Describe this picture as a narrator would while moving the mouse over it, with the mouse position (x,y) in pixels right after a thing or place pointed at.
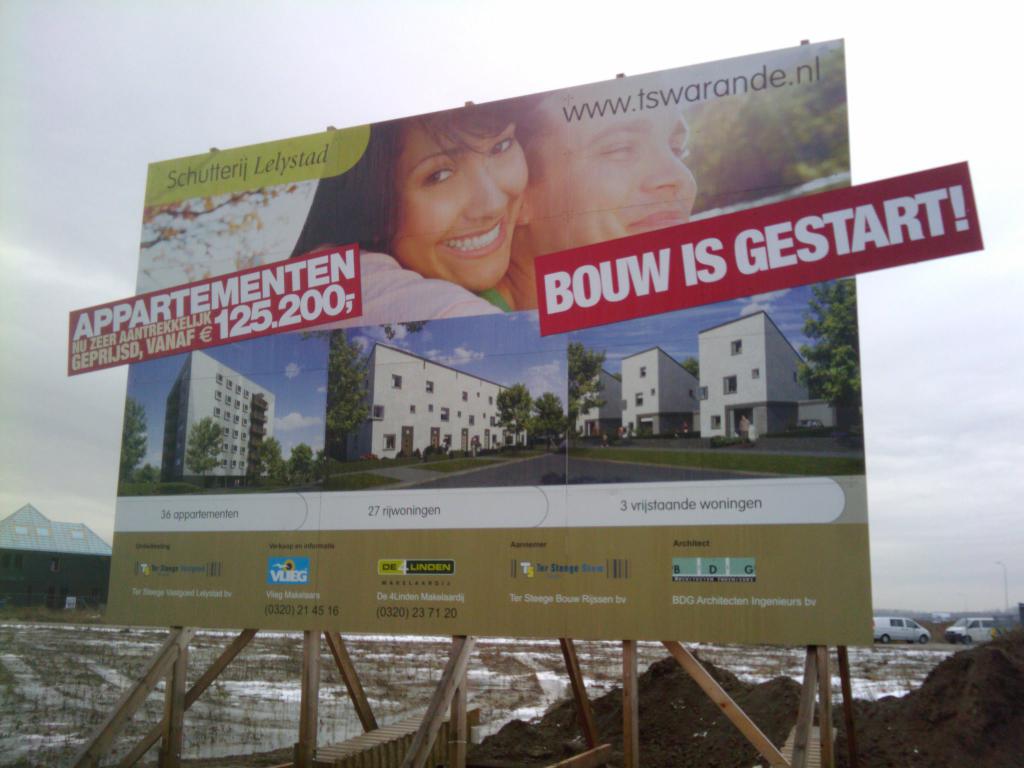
In the foreground of this image (674,490), there is a hoarding (401,433) on which written as" Appartementen" and few text (571,277) written more. In the background (37,572), we can see building (33,520), vehicles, sand (986,690), and the cloud (963,533).
